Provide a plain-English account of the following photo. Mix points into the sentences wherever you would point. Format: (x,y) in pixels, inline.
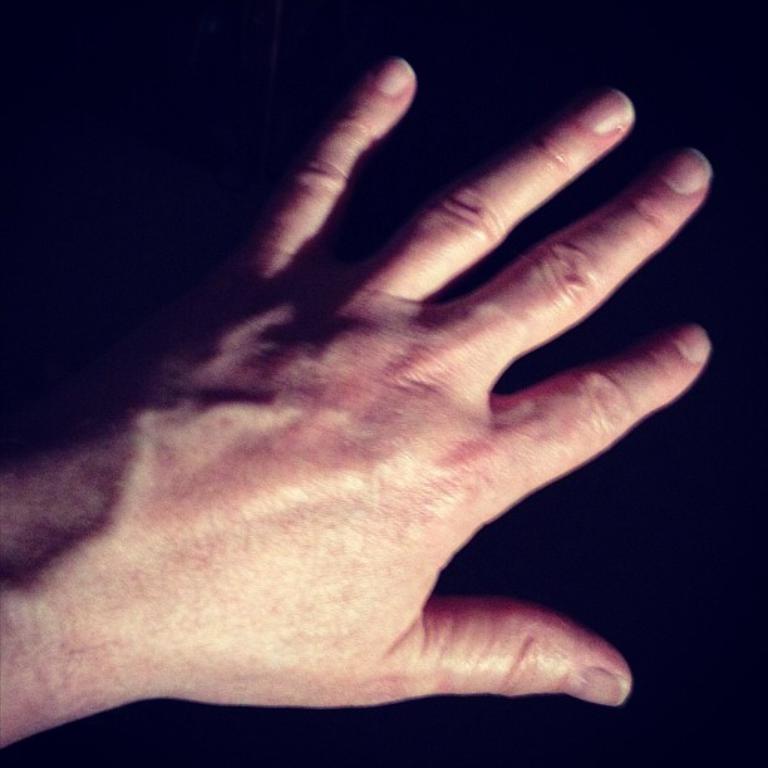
In this picture we can see a person hand (37,582). In the background of the image (726,127) it is dark.
